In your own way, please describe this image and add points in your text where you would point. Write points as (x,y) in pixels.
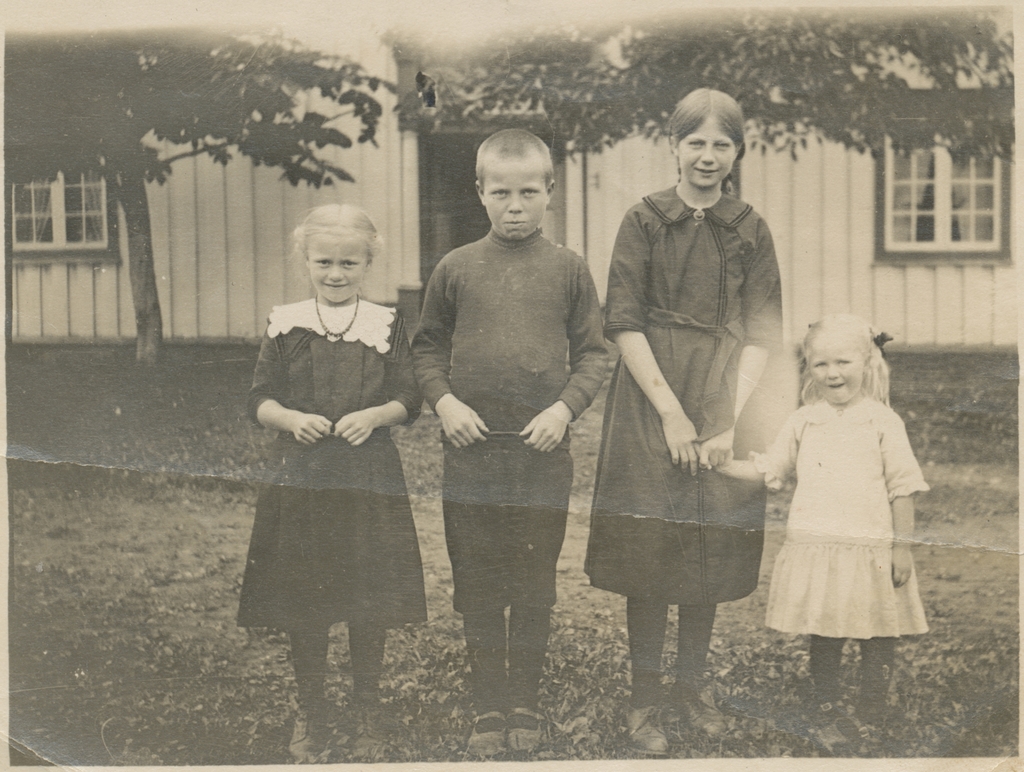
In this picture there are four people (527,360) standing. At the back (557,190) there is a building (972,294) and there are trees (959,140). At the bottom (402,667) there is grass (104,626).
